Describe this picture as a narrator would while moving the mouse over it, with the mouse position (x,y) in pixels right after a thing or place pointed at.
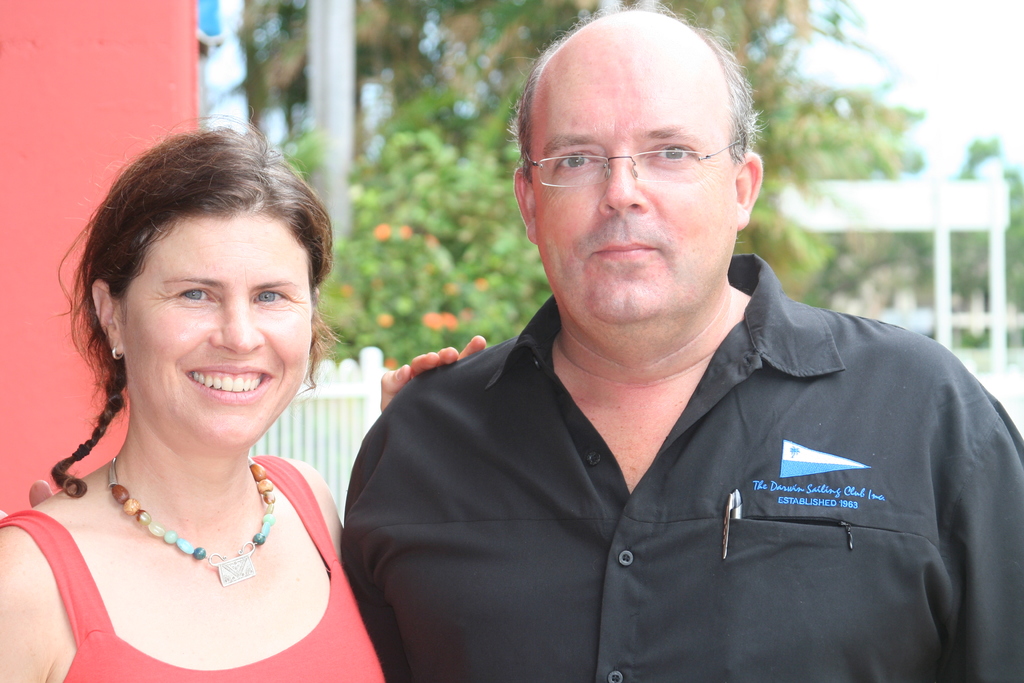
In this image we can see two persons (622,423) are standing. There are many trees (447,78) at the back side of the persons (630,438).
